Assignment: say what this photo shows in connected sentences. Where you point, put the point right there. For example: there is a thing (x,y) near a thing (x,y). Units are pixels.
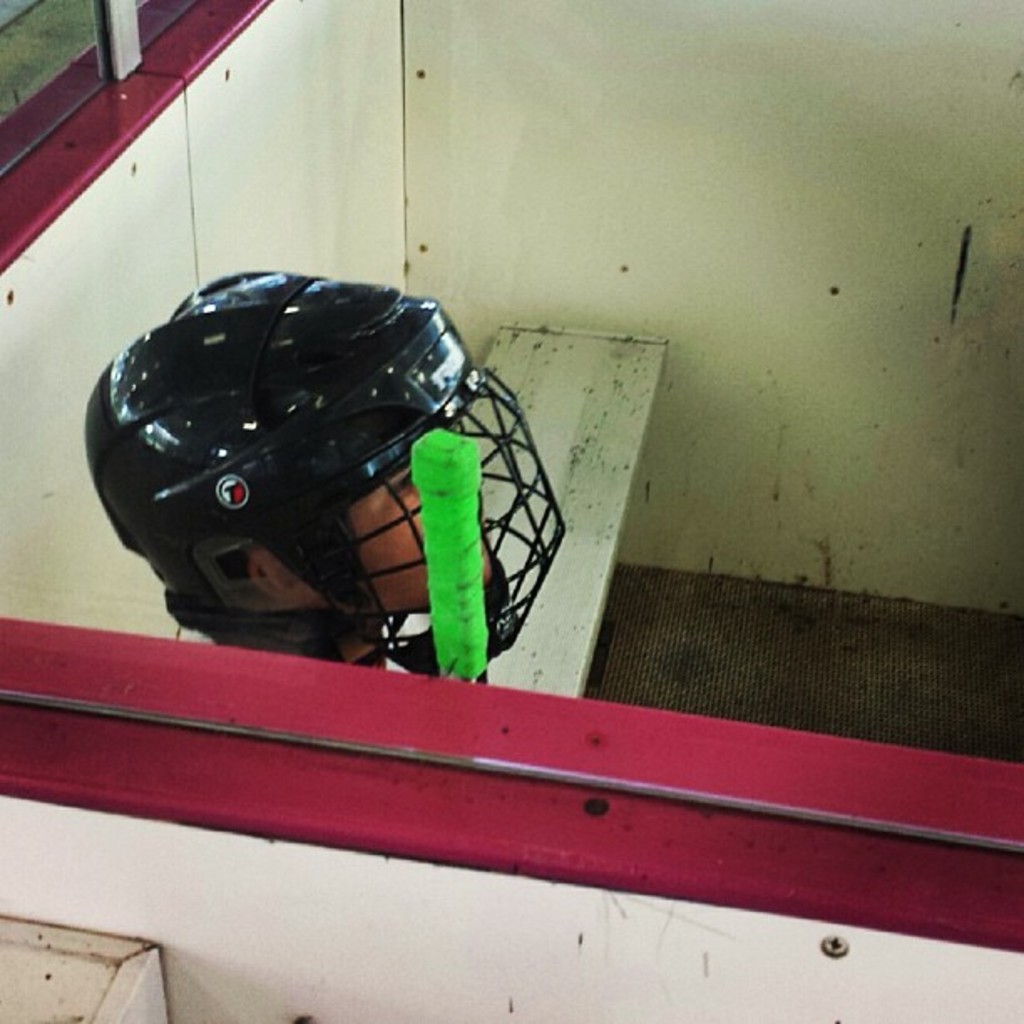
In this image we can see a person (527,455) wearing a helmet (483,427), there are windows (141,20), bench (628,377), wall (654,171) and a green colored object (473,651).
